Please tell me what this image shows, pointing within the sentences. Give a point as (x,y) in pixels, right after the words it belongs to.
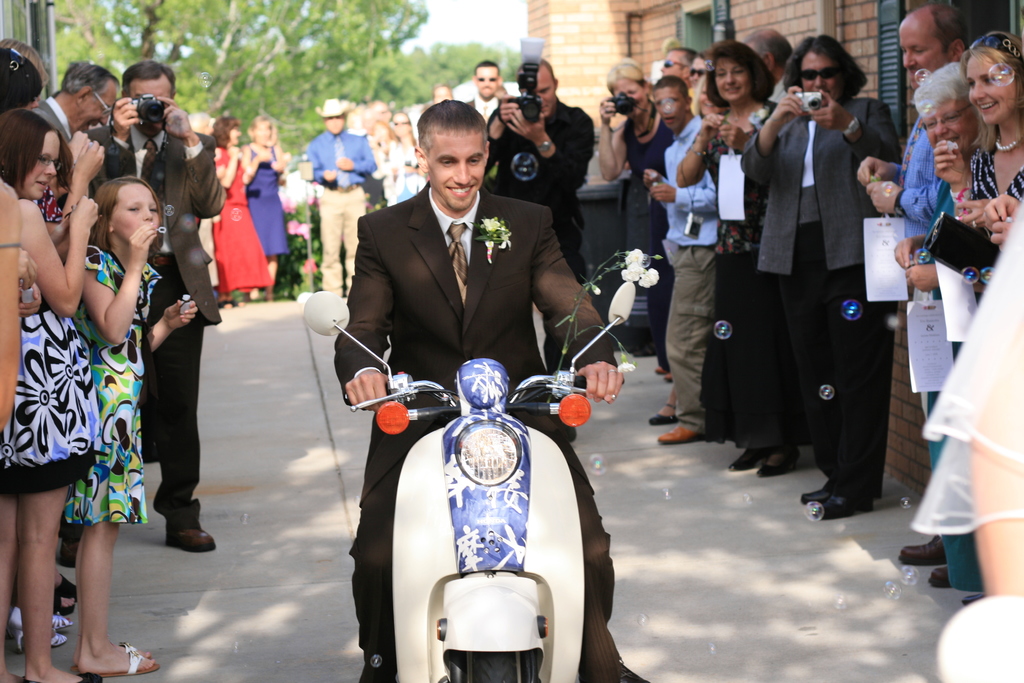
A man (484,308) is riding bike (497,509), here men (154,403) and women (45,403) are standing, this is a camera (524,94), these are trees (312,64), this is a building (752,31).
